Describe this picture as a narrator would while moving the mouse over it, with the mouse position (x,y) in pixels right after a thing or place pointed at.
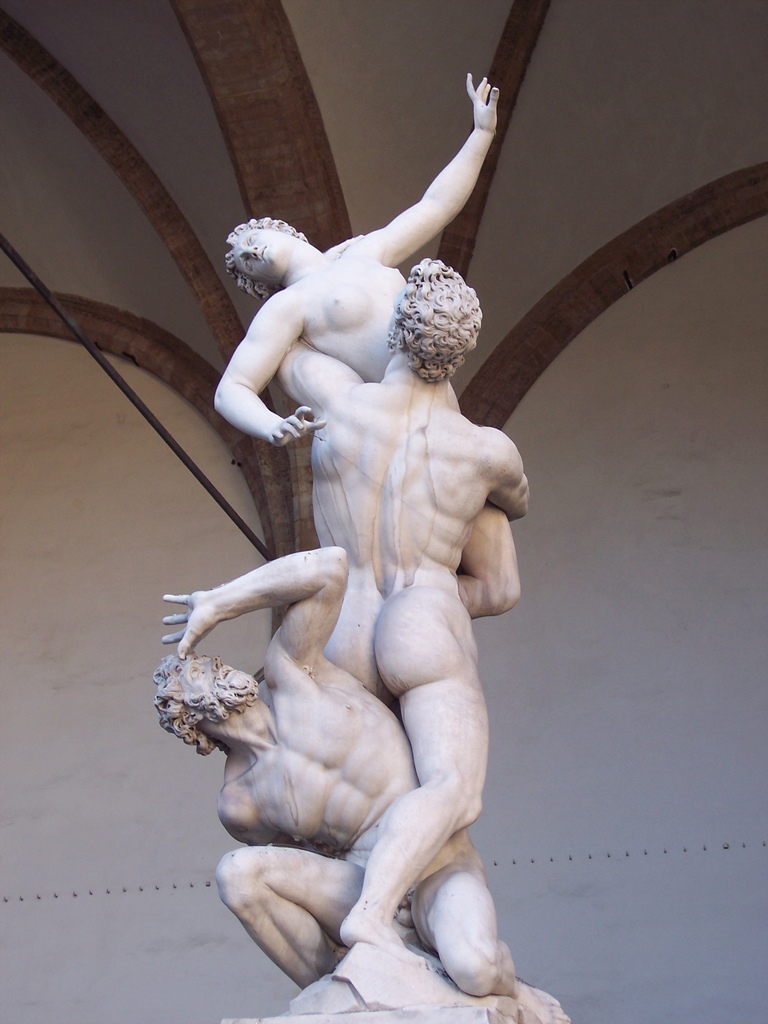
In this image I can see few people statue (358,587) which is in white color. Background (680,195) is in white and brown color.
